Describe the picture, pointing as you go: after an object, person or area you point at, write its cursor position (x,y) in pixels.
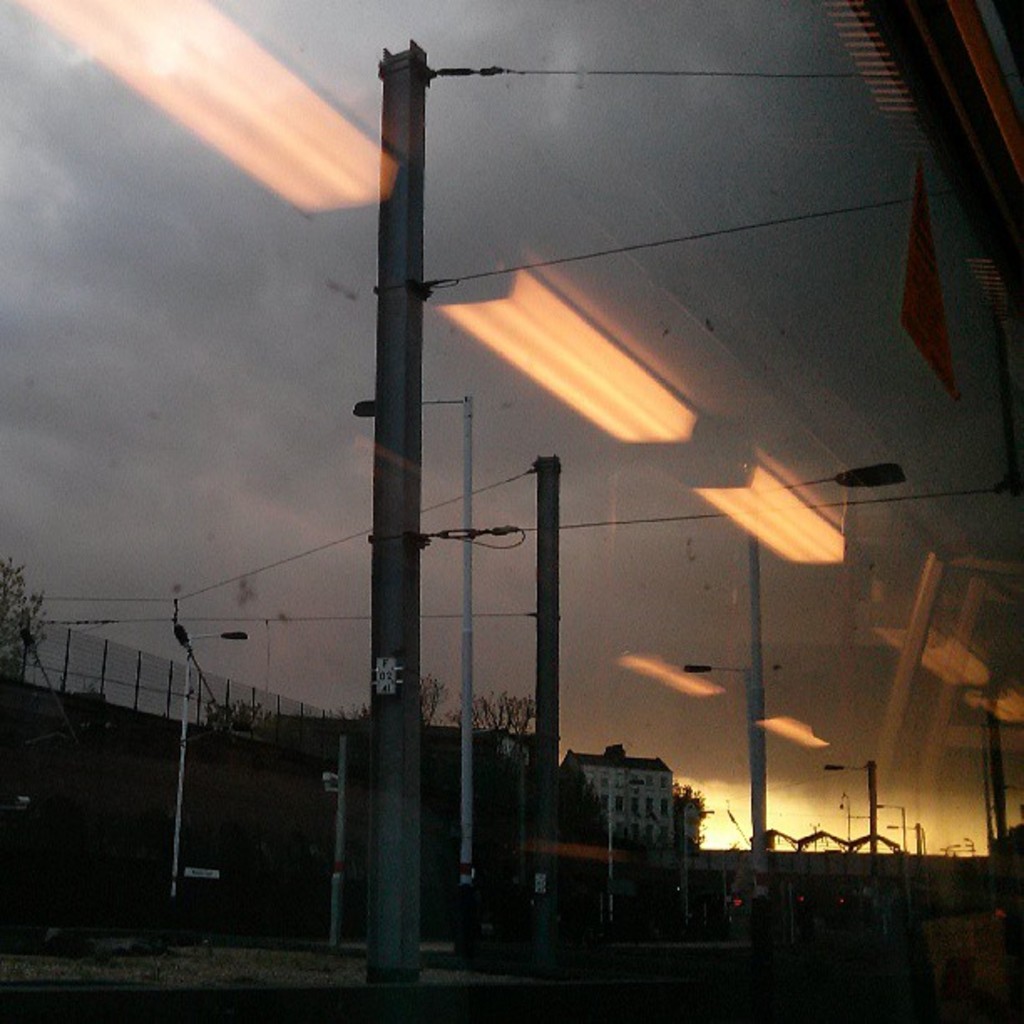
In the image we can see there are light poles (468,619) and electric poles (540,555), these are the electrical wires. We can even see there are buildings (584,766), trees (582,830) and a sky (78,275). There is a reflection of light (550,341) on the glass (638,442).
